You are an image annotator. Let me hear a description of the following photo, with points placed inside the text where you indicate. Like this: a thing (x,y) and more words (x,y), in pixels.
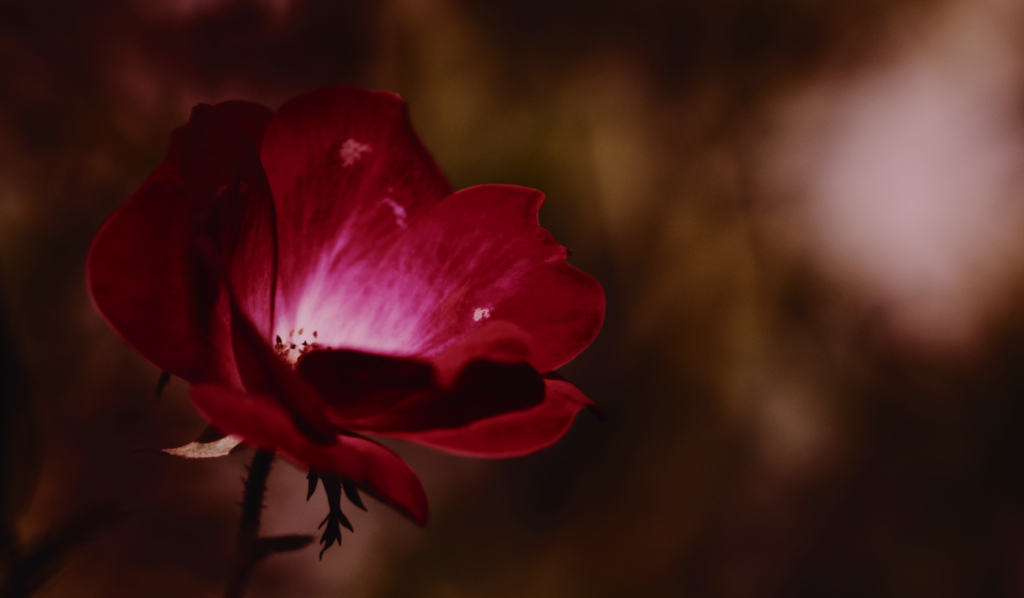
In this picture we can see a flower (233,349) with the stem (261,476) and behind the flower (246,236) there is a dark background (44,72).
